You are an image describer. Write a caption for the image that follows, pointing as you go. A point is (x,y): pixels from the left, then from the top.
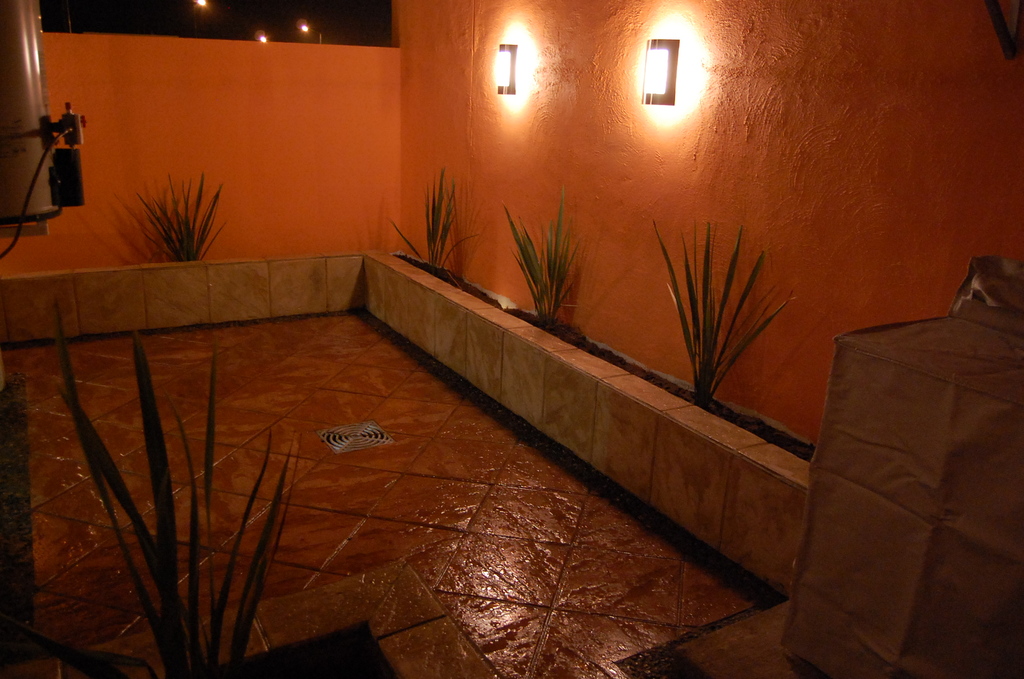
On the left side (28,7), there is an object (28,7) having a cable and there is a plant (155,420). on the right side (711,355), there are lights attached to the orange color wall (818,140) and there are plants (554,272) arranged. In the background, there are lights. And the background (315,5) is dark in color.
